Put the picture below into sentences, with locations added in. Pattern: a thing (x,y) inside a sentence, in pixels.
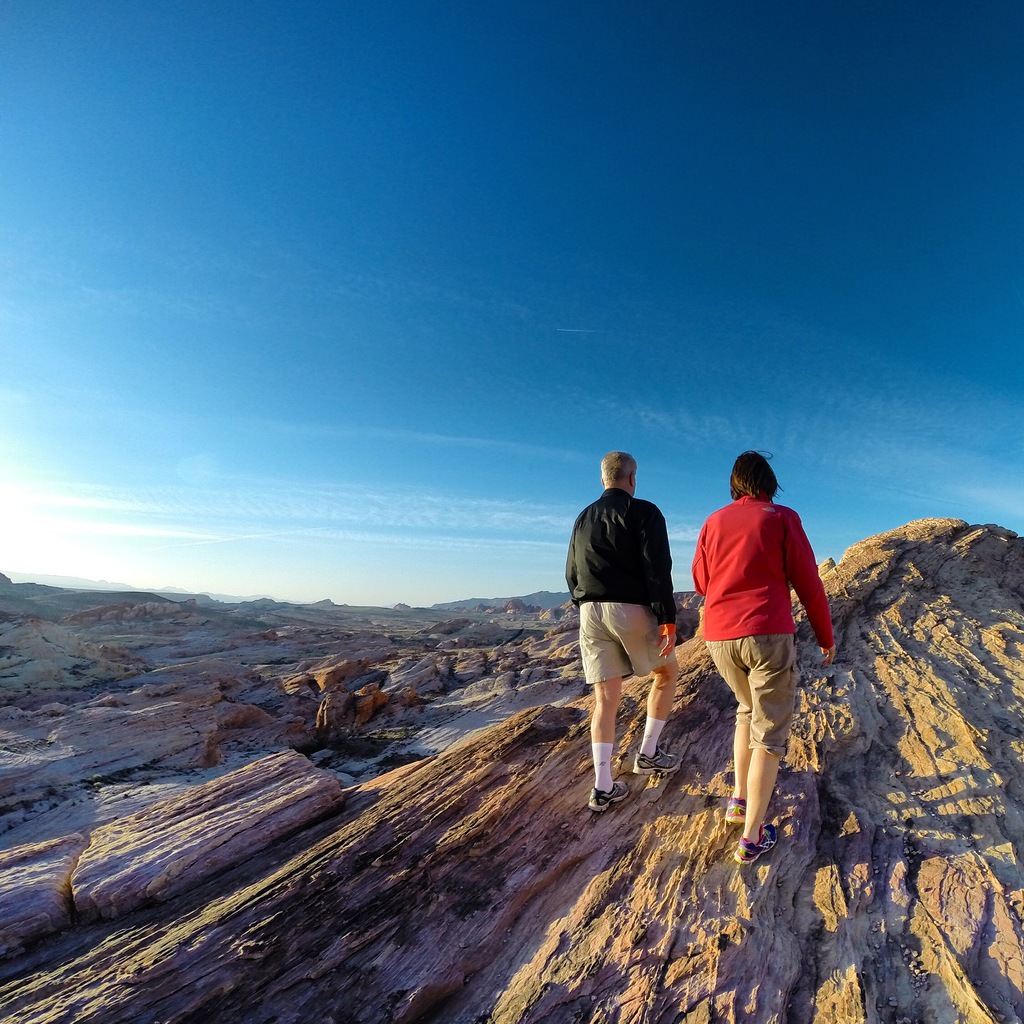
In the image in the center (611,476), we can see two people (604,709) are walking. In the background (677,602), we can see the sky (338,429), clouds (438,515) and hills (5,612).
